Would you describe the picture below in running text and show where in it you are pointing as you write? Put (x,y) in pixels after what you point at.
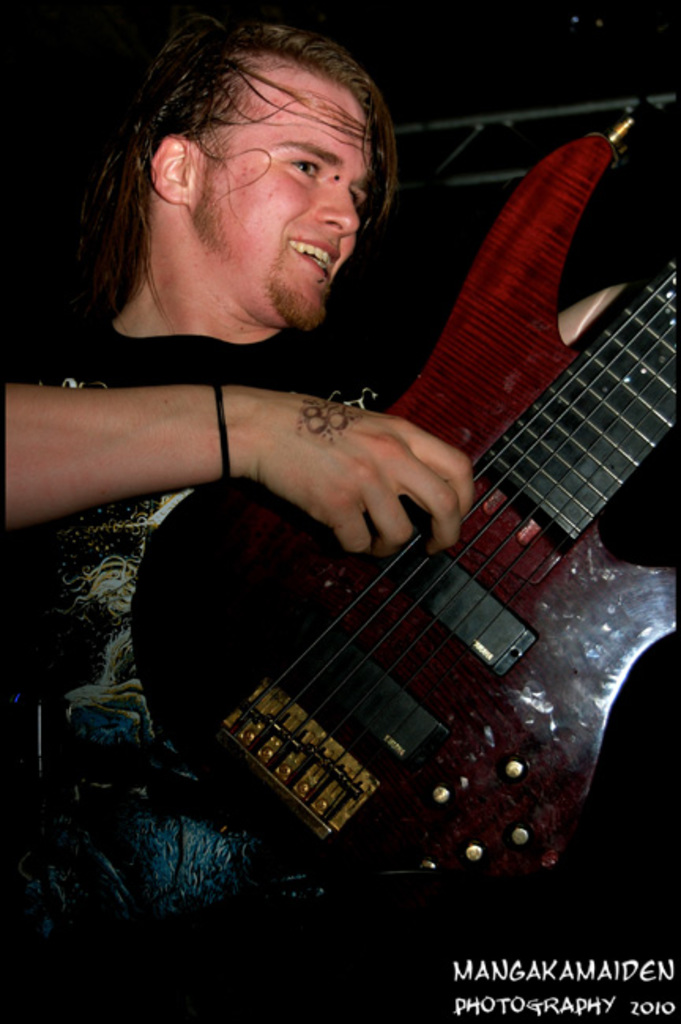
In the image there is a man (116,416) holding a guitar (439,426) and playing it.
